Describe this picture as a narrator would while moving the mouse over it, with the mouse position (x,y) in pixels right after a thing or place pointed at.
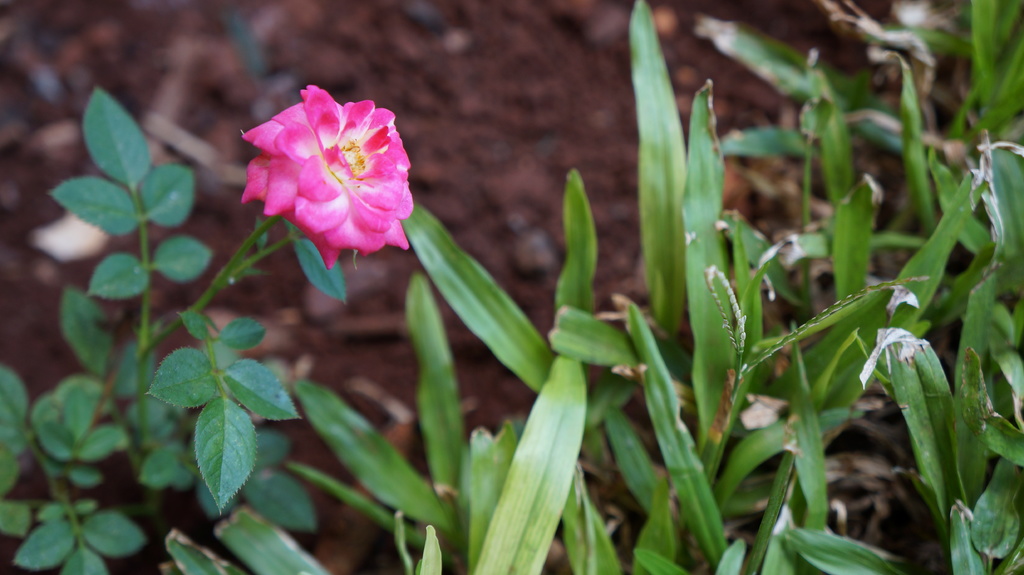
In this image we can see a flower (303,205), there are plants (214,282), and the background (545,219) is blurred.
